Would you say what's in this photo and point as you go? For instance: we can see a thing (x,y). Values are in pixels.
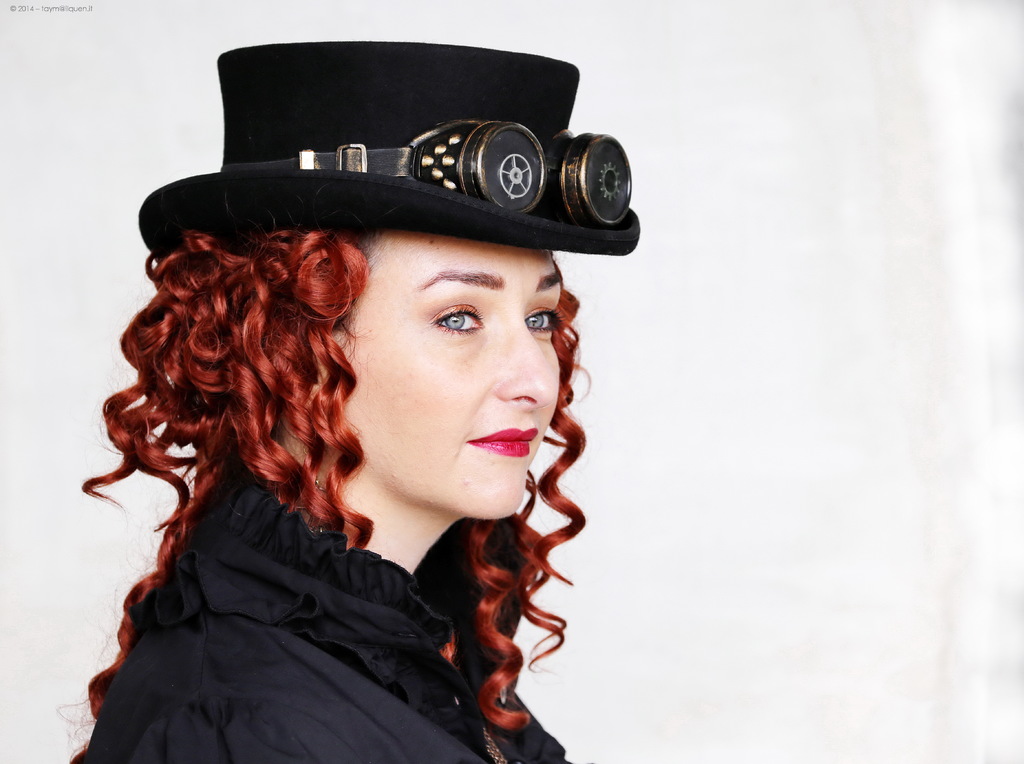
In this image in the foreground (410,498) there is one woman (425,482) who is wearing a hat (422,124), and in the background (142,156) there is a wall (809,469).
